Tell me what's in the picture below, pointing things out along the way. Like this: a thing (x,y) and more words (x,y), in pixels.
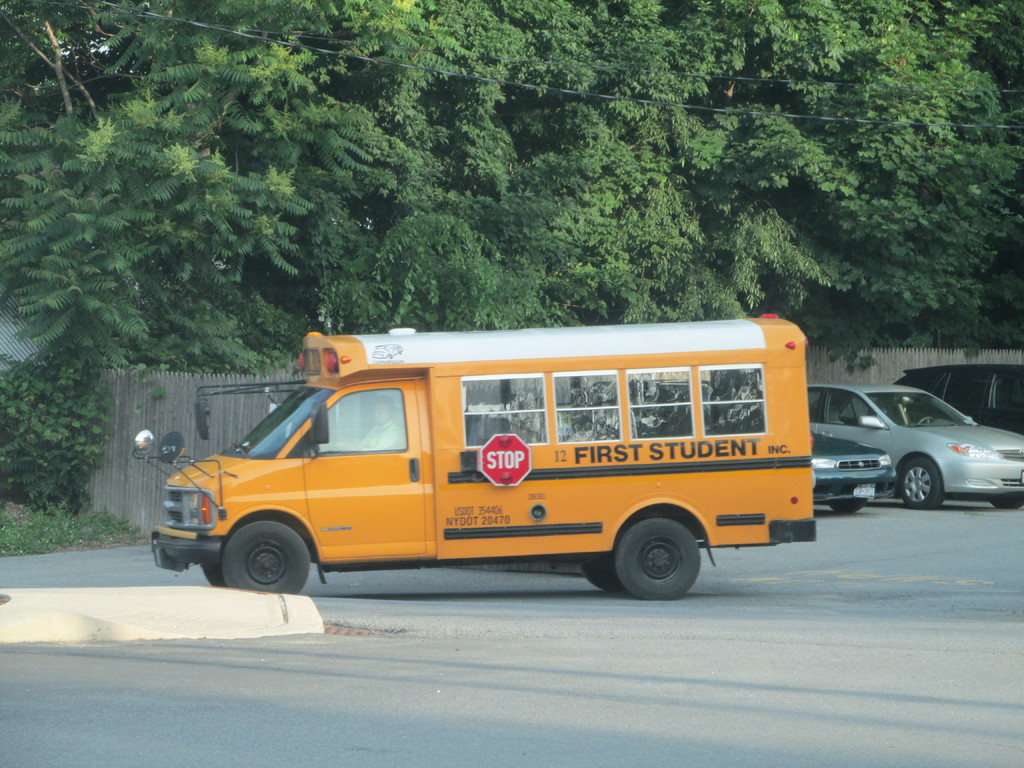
Here in this picture we can see a mini bus (289,455) present on the road (720,564) over there and we can also see other cars (892,462) also present over there and beside that we can see a wooden railing (98,477) present and we can see plants (120,523) and trees (443,312) present all over there.
